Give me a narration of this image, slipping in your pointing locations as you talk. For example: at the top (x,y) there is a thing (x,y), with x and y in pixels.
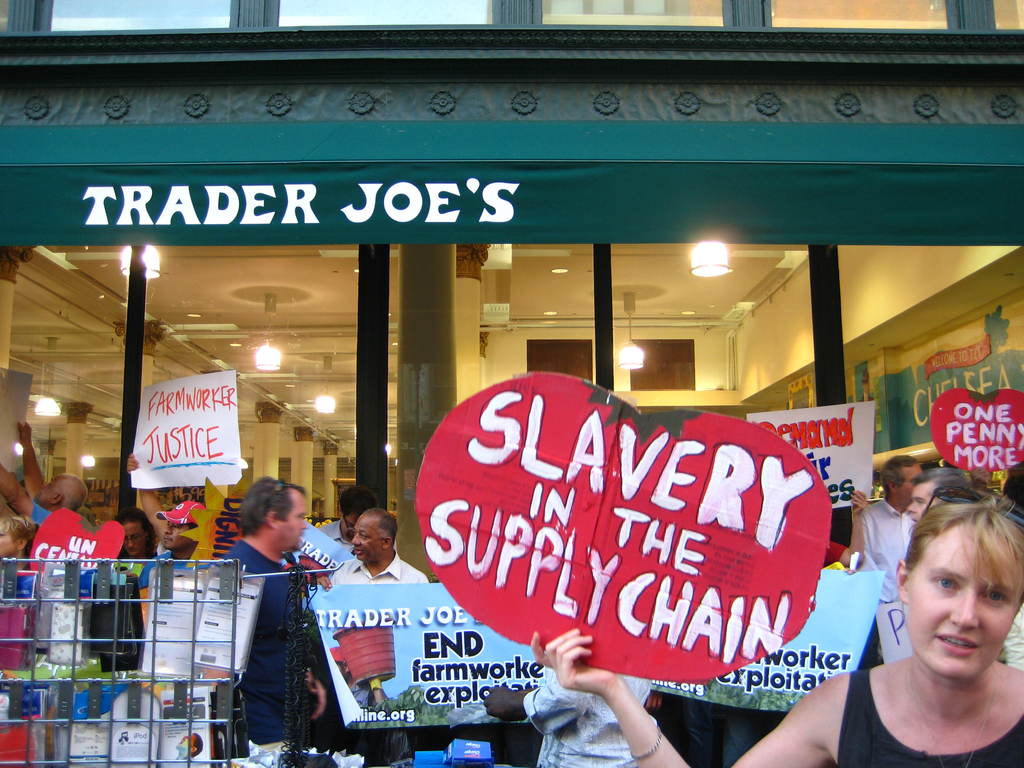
In this picture we can see some people (273,558) are standing, some of them are holding boards (146,460), in the background (693,291) there is a building (474,153), at the left bottom (69,588) we can see some books (195,650), there is a glass (351,408) in the middle (351,408), from the glass (290,403) we can see pillars (280,405) and lights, a person (384,565) in the middle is holding a banner (374,648), we can see some text (430,645) on these boards (510,492).
